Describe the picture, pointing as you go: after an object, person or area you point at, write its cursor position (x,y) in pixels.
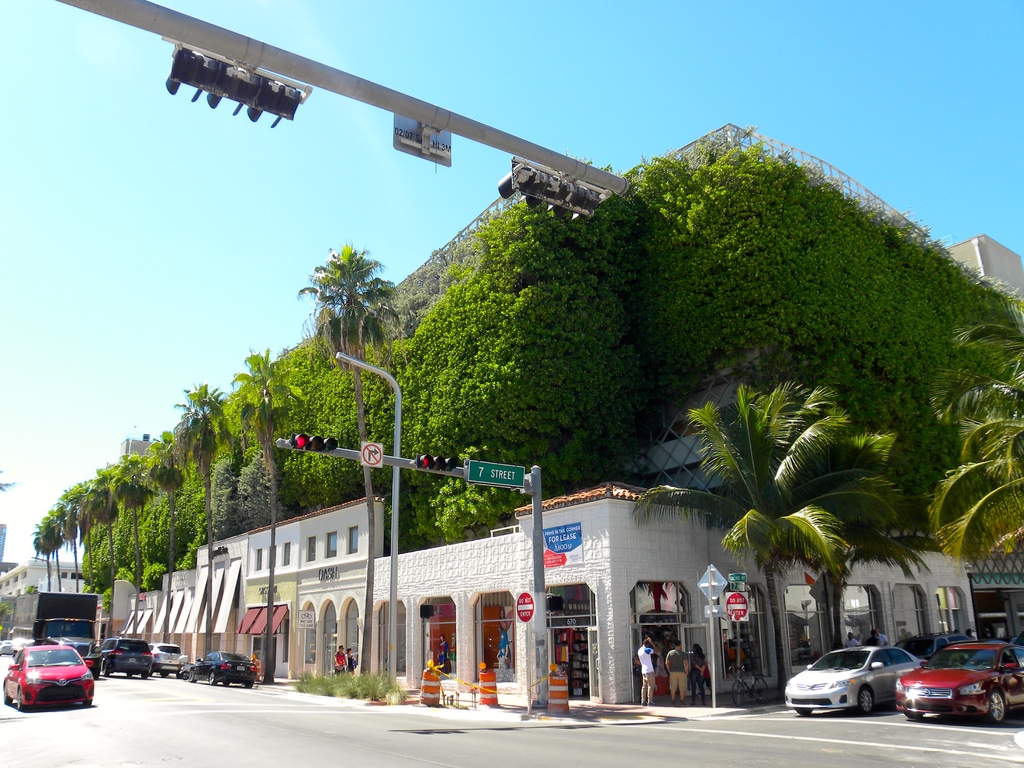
In this image, there are a few buildings (490,576), people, vehicles (797,673), poles (713,696), boards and signboards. We can see the ground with some objects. There are a few trees (515,374) and plants (559,342). We can also see a bicycle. We can also see the sky (427,250).
